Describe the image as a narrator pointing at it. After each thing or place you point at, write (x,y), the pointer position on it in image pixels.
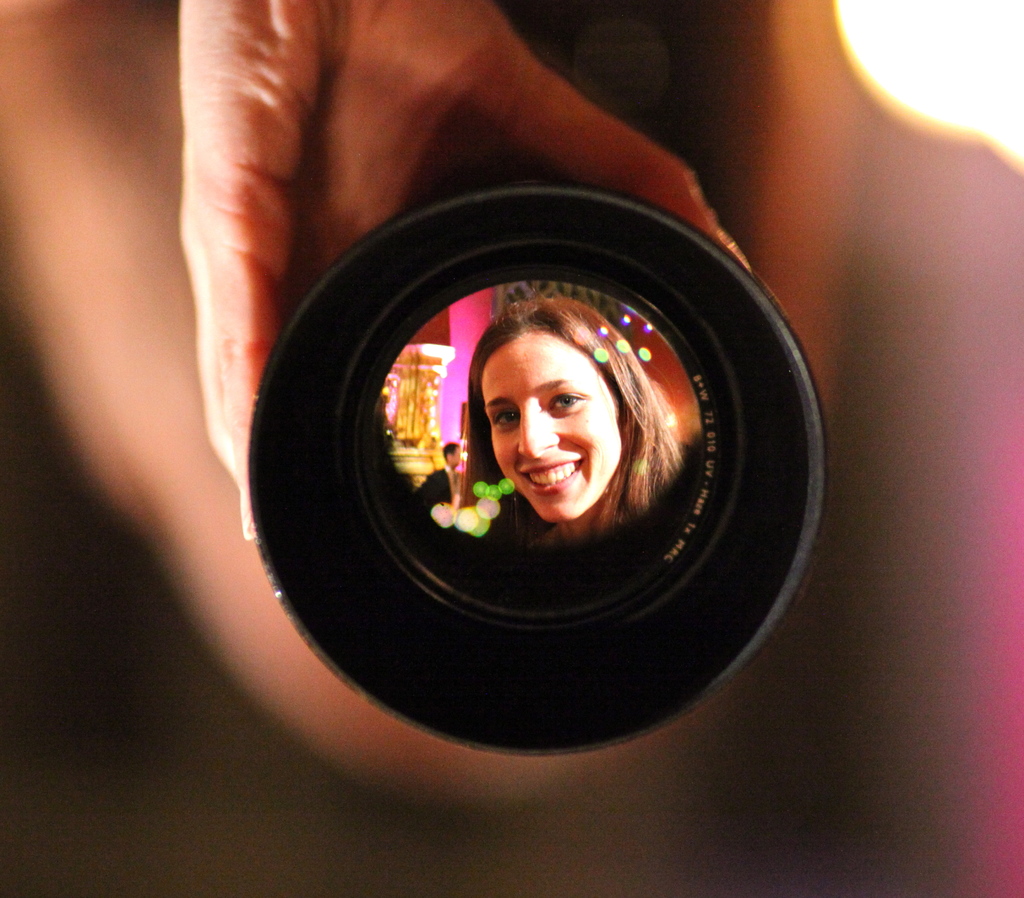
In the image we can see a human hand (344,148), holding a device (289,405) in hand (218,456). We can see a woman (575,474) smiling and behind her there is a man (443,489) wearing clothes (454,481). There is a light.
